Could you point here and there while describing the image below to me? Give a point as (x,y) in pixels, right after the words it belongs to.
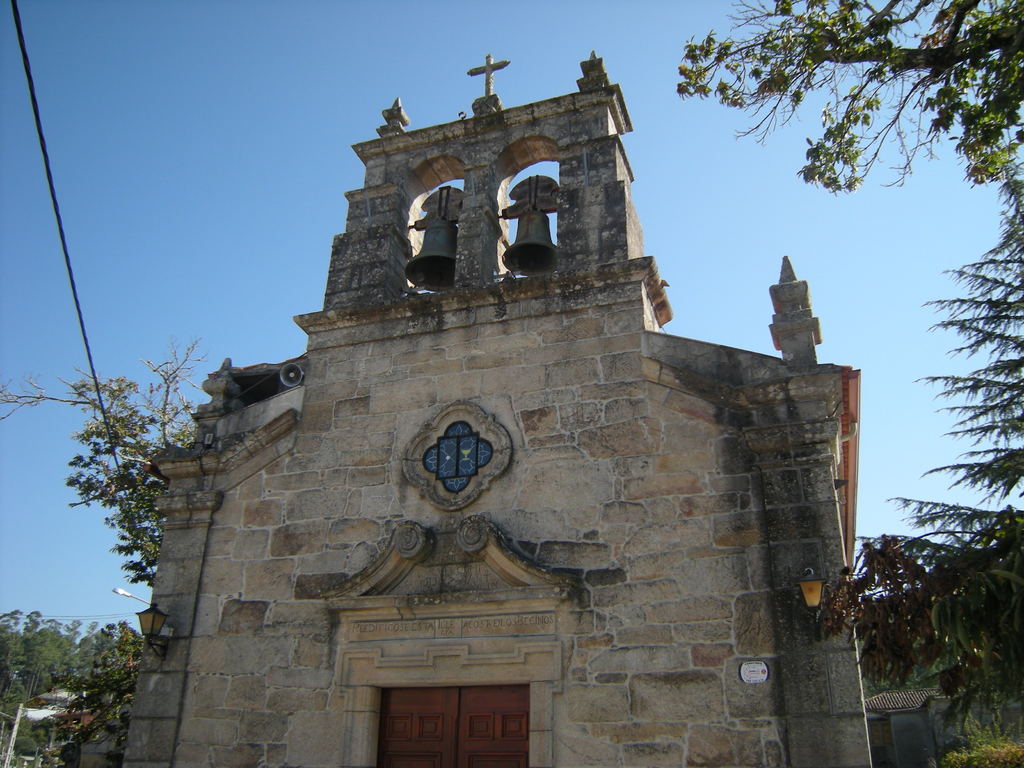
In this image there is a church (587,437), at the top (523,245) there are two bell (430,251), on the left side (137,438) there are trees (31,635), in the background (87,629) there are trees (88,630) and the sky (732,203).
